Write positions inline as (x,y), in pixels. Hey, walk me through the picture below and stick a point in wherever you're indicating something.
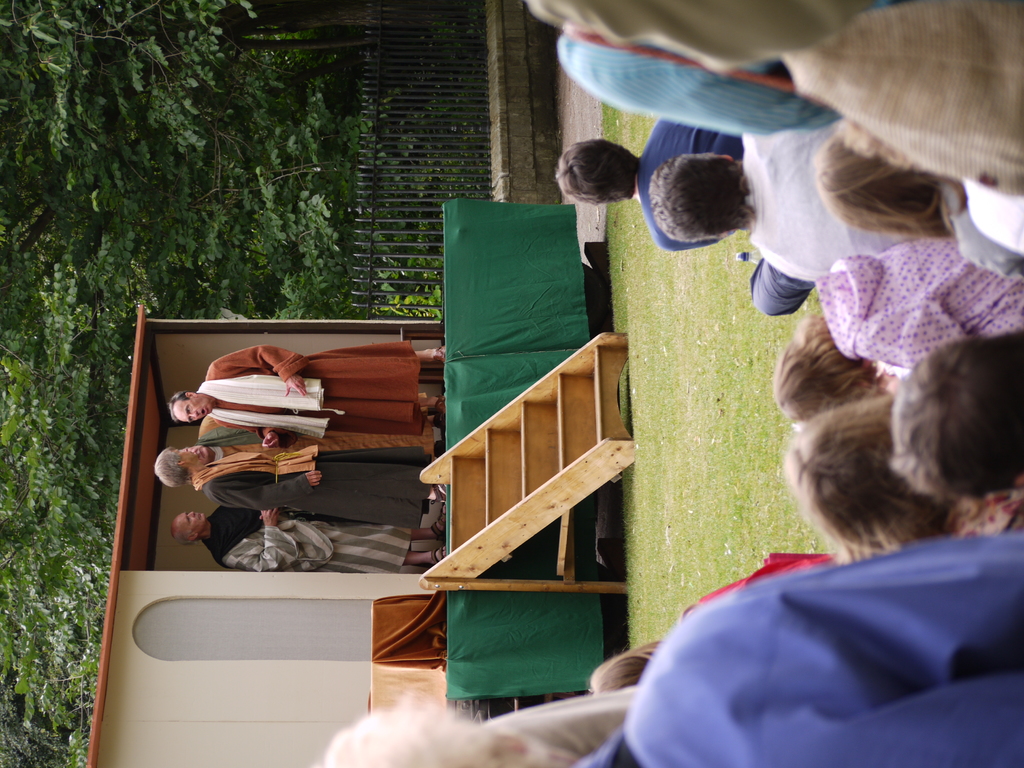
In this image there are some persons (805,447) on the right side of this image (821,512) and some persons (316,477) are on the left side of this image (264,440). There is a stage (443,620) in middle of this image (441,448), and there is a fencing wall (457,185) on the top of this image (421,167). There are some trees (216,159) on the left side of this image (125,258).
